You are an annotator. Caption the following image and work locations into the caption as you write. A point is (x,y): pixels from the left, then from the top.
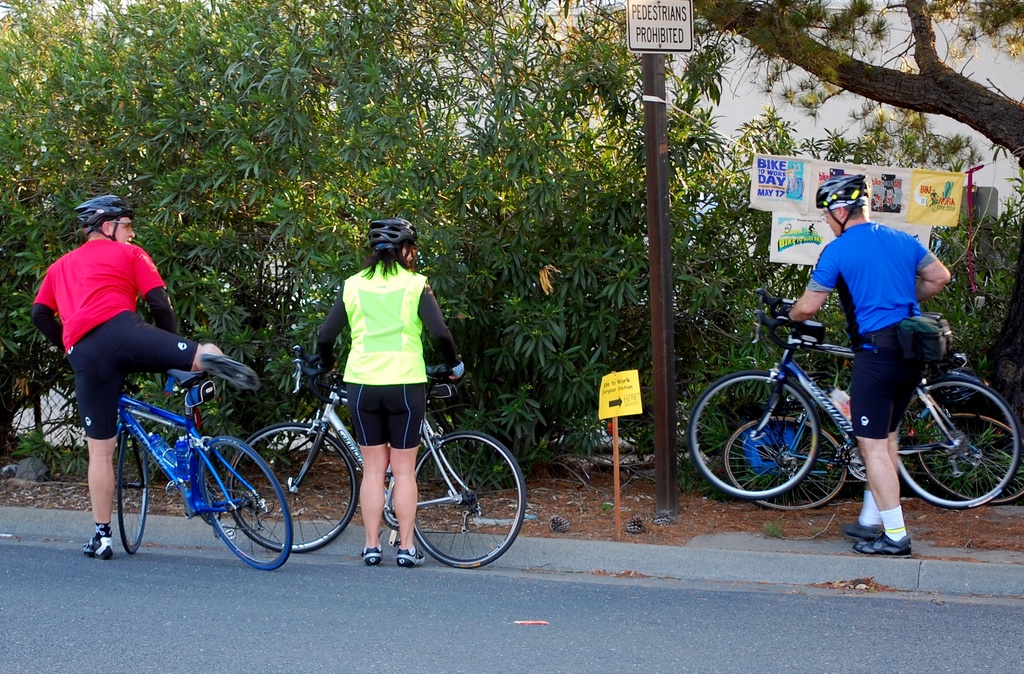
As we can see in the image there are trees (578,221), pole (649,225), banner (770,190), three people (91,429) standing on road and holding bicycles (291,487).
